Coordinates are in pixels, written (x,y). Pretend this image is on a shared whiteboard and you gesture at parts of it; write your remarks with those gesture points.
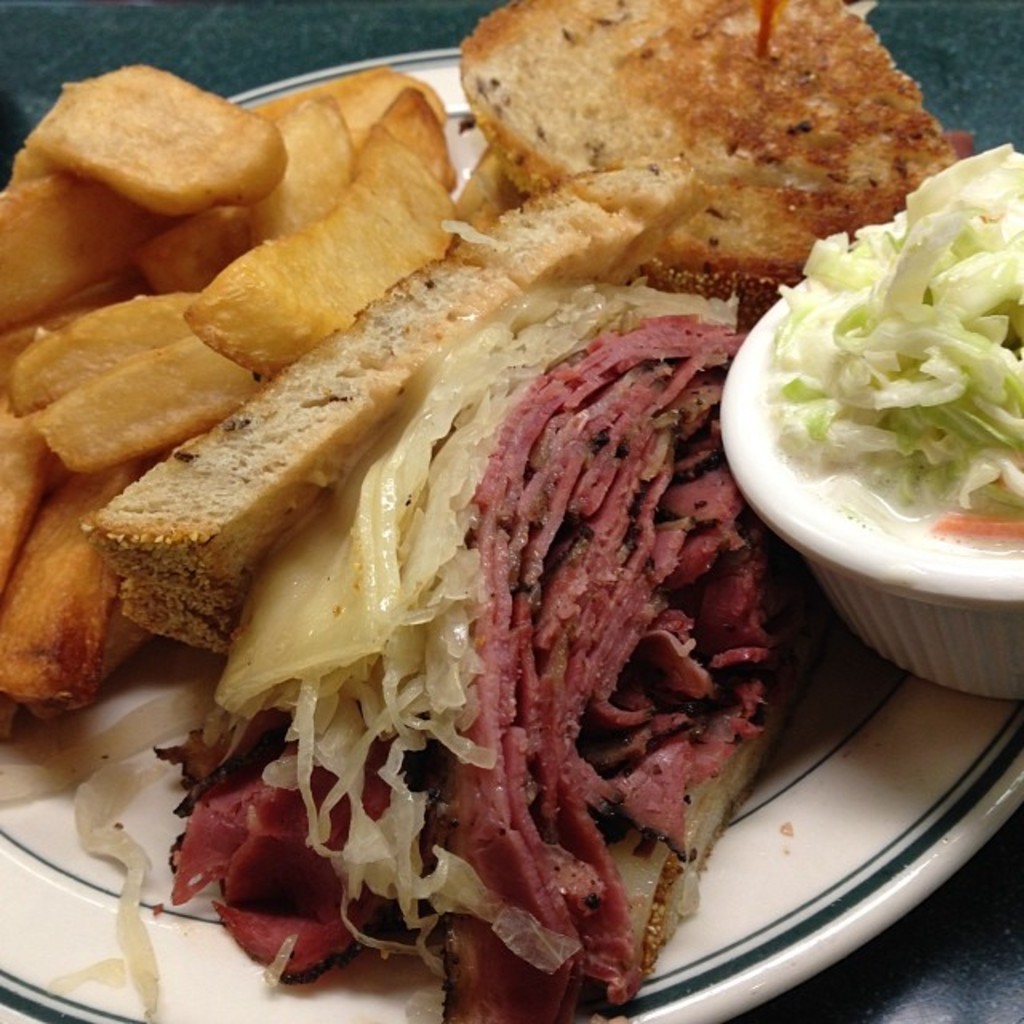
In this image I can see a plate (939,817) on the green colored surface (1013,112) and in the plate (921,801) I can see the food item (678,637) which is brown and cream in color. I can see a small bowl (893,630) with a food item (937,504) in it.
